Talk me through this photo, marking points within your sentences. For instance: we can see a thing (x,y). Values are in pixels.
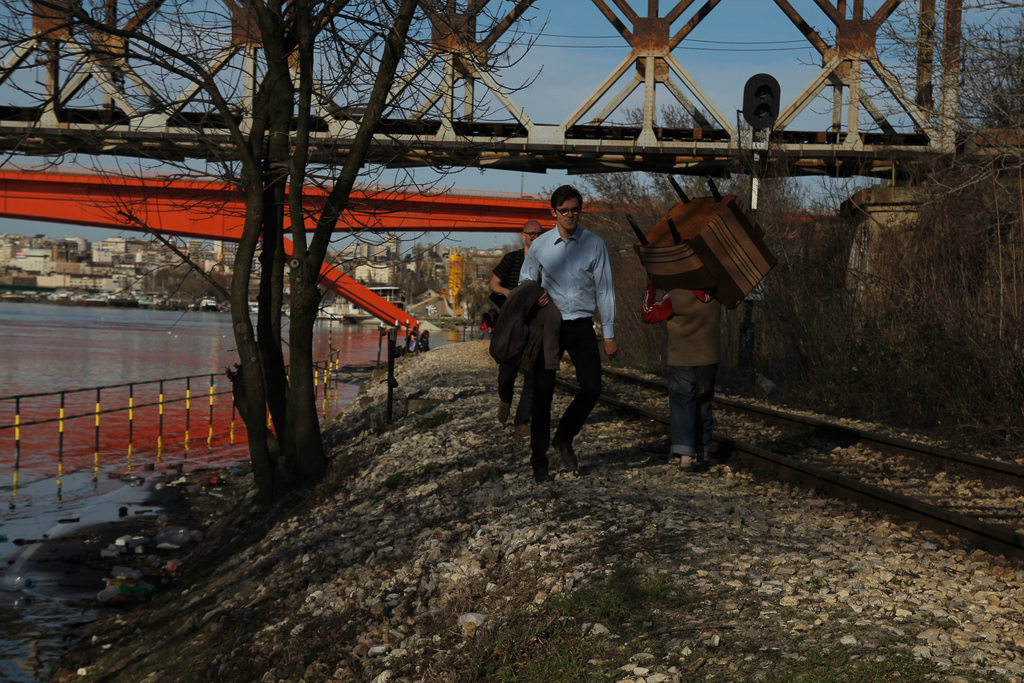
In this picture, we can see there are three people (573,266) walking on the path (557,462) and on the path (557,462) there is a railway track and stones (587,471) and on the right side of the people (547,449) there are trees (958,402), a pole (754,153) with signals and on the left side (56,409) there is a fence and water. Behind the people (560,291) there is a bridge (486,155), buildings (73,248) and a sky (492,106).
